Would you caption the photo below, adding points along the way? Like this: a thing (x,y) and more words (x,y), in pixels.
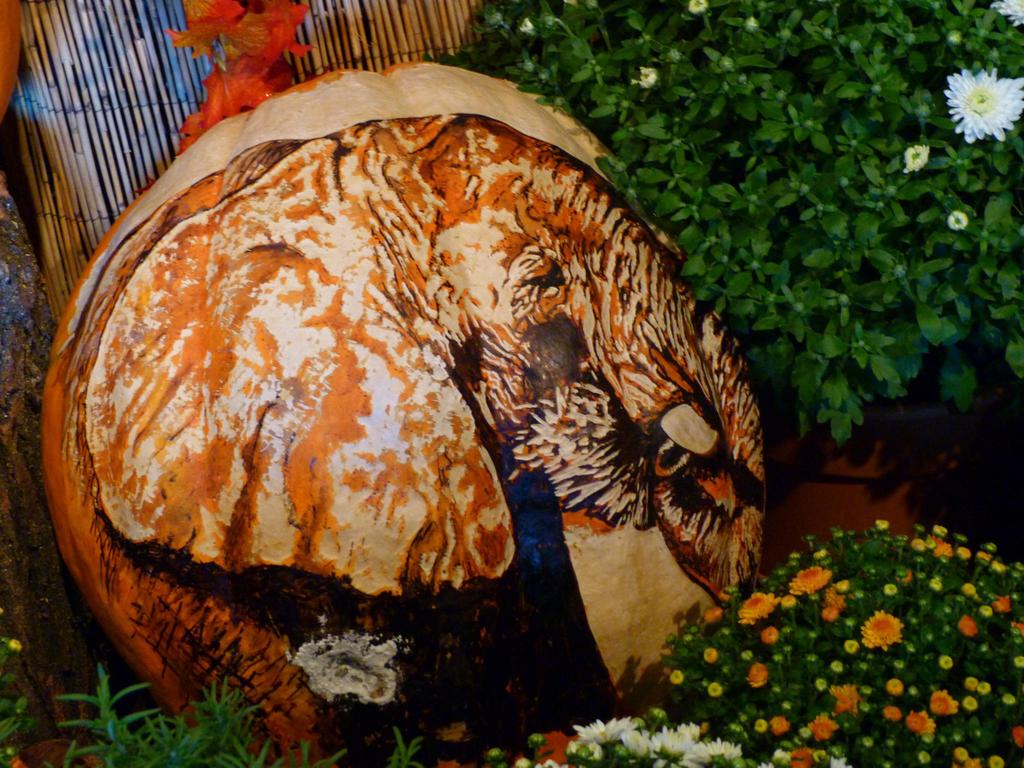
In the foreground of this image (374,239), there is painting (407,511) on a pumpkin (397,518) like an object (425,671) around which, there are flowers (976,95) to the plants (798,173). At the top (120,89), there is a wooden object (87,89) and orange color leaves (230,81).
